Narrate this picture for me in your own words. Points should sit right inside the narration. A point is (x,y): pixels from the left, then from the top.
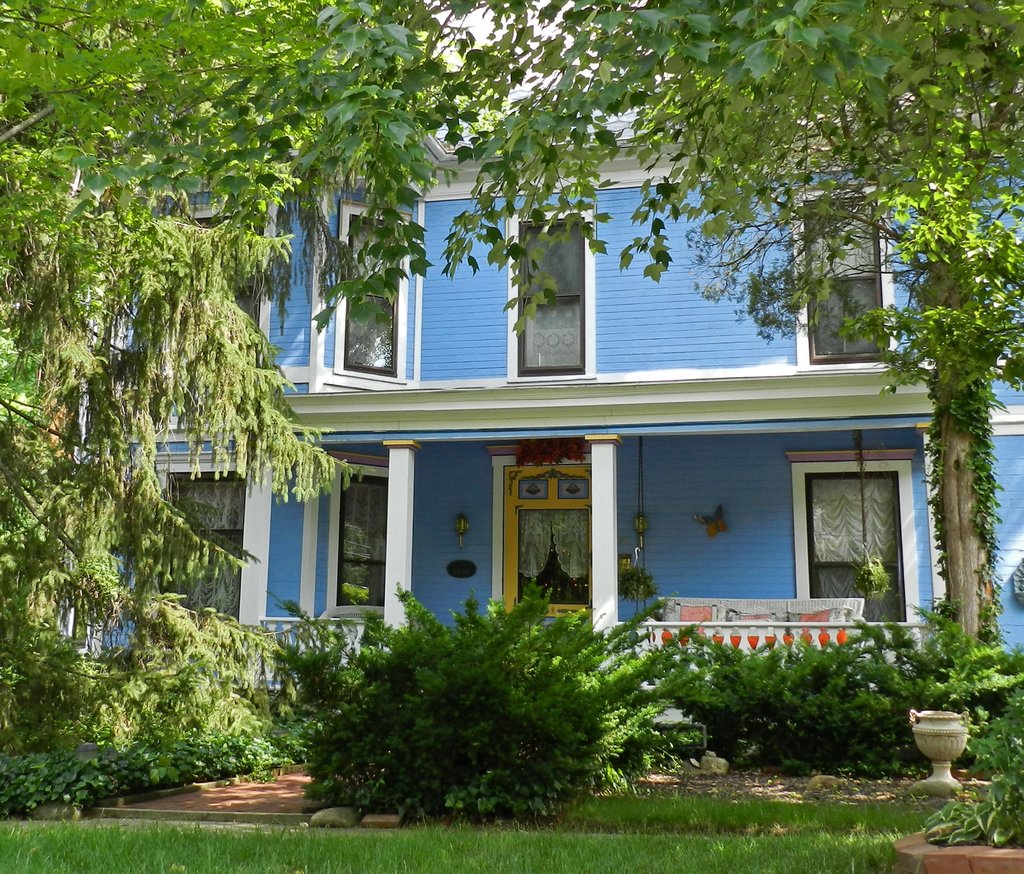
In this image there is a building (701,463) with the blue colour paint (714,356) in the middle (662,304). In front of the building (553,363) there are trees (284,229). At the bottom (347,737) there are plants (461,754).
